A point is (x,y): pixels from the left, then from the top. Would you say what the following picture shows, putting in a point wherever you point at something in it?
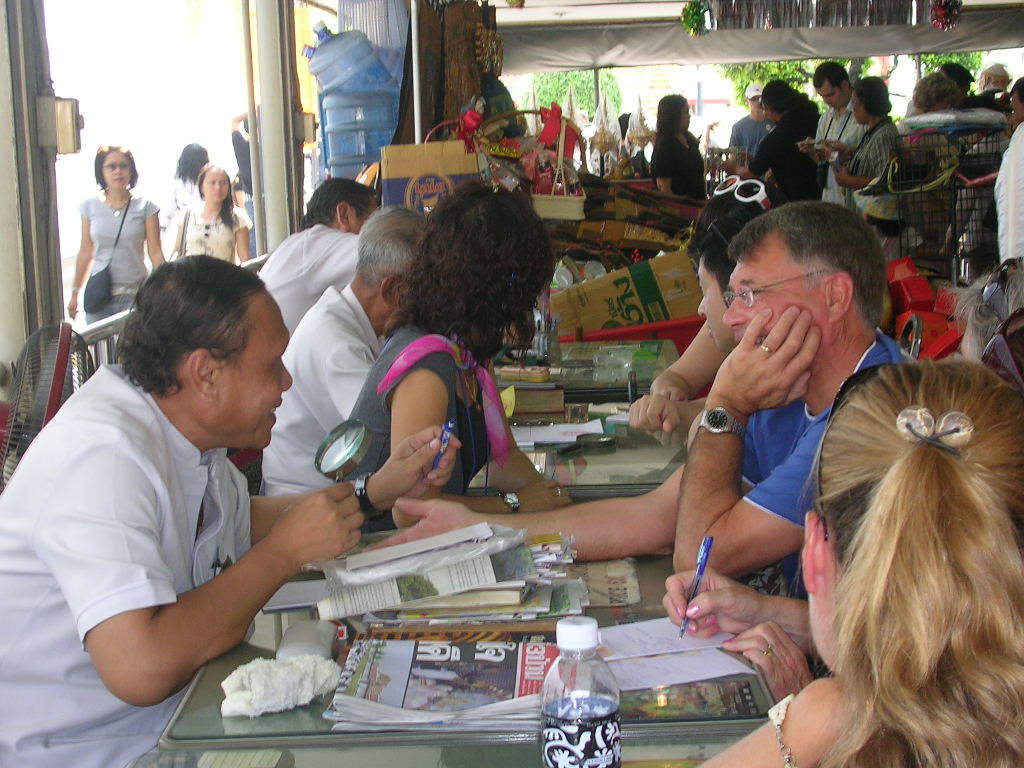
In this image there are a few people (420,510) sitting on chairs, in front of them on the table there is a bottle (575,694) of water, papers (457,674), books (424,610), pens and some other objects (521,422), one of the person (411,460) is holding a magnifier glass (355,449) in his hand (336,496) and holding a pen (435,461) in his other hand (426,471), in front of him there is another person (702,628) writing with a pen (690,616) on a paper (667,626), behind them there are a few other people (874,102) standing and there are a few other objects (482,128) and stuff (627,173), behind them there are a few people (244,204) walking on the streets (161,214), in the background of the image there are trees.
